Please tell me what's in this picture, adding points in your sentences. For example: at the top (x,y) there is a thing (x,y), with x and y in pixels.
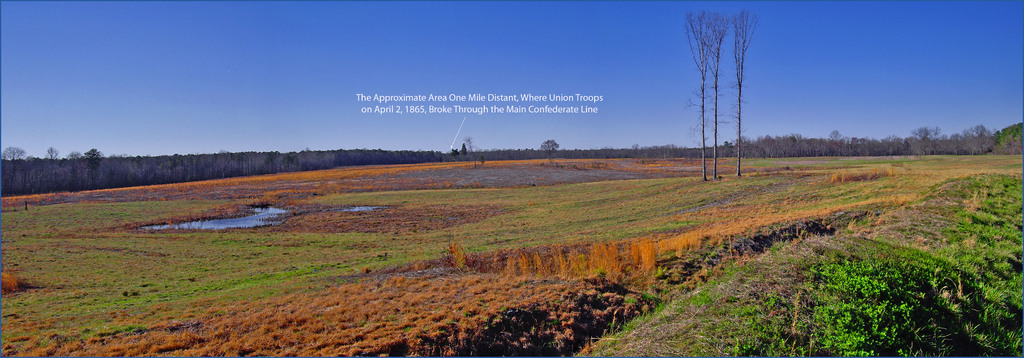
In this image I can see the grass (628,278). I can see the water (241,227). In the background (572,157), I can see the trees (739,163) and the sky (264,63).
